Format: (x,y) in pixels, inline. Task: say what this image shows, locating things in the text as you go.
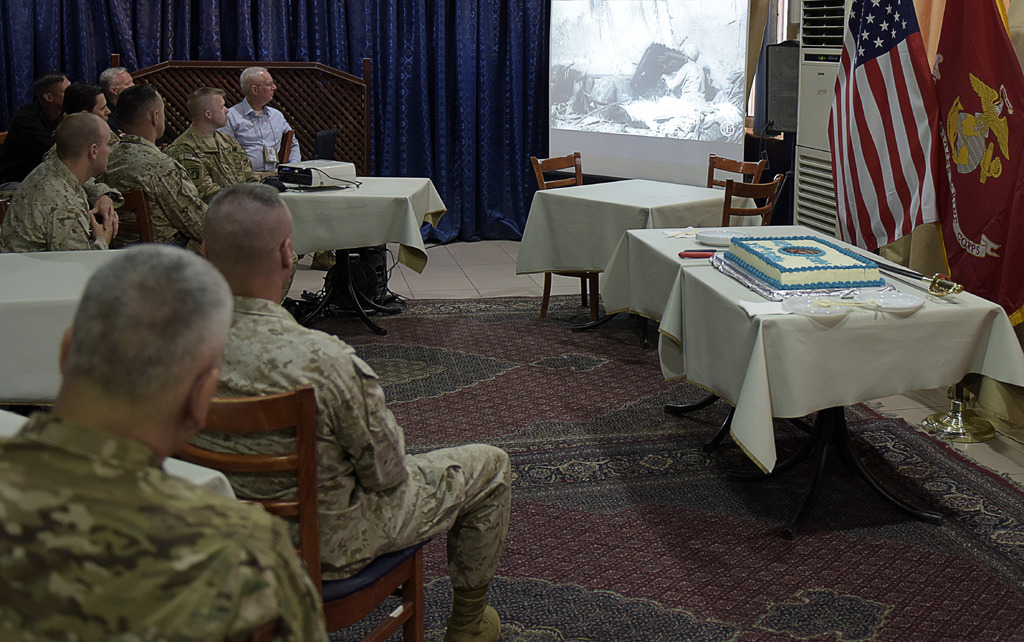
In the image we can see there are men (170,368) who are sitting on chair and on table (302,203) there is a projector (348,172) and behind there are curtains (260,31) which are in blue colour. On table (731,285) there is a cake (844,268) a knife (906,272) sword (938,284) and behind there is a flags (880,137) and an air conditioner cooler (807,119).
